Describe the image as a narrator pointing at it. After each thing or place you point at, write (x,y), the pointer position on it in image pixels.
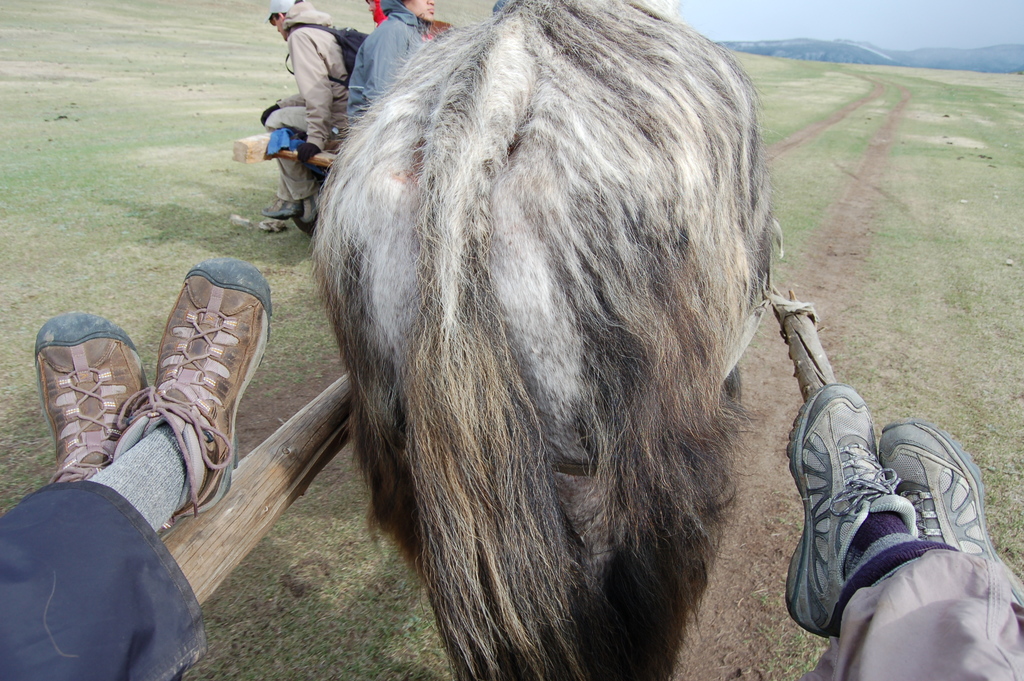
In this picture we can observe a tail (456,402) of an animal (448,282) from backside. We can observe legs (78,528) of human being (899,632) on either sides of this picture. In the background (329,73) there are two members (346,97) sitting on the wooden bench (257,149). This animal (544,165) is in white and black color. In the background (817,31) there is a sky (905,32).
